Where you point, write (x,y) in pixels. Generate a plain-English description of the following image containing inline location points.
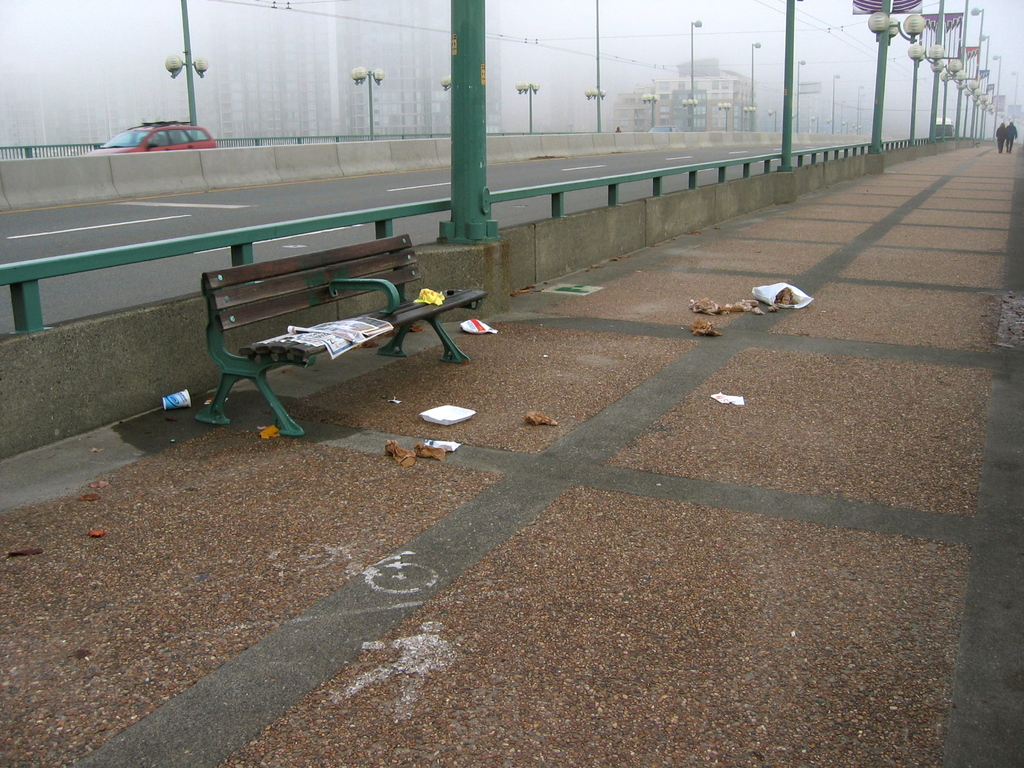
In this picture, we can see the path (593,398), bench (267,301), some objects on the path (655,310), a few people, poles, vehicle (153,131), buildings (422,98), and wires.
